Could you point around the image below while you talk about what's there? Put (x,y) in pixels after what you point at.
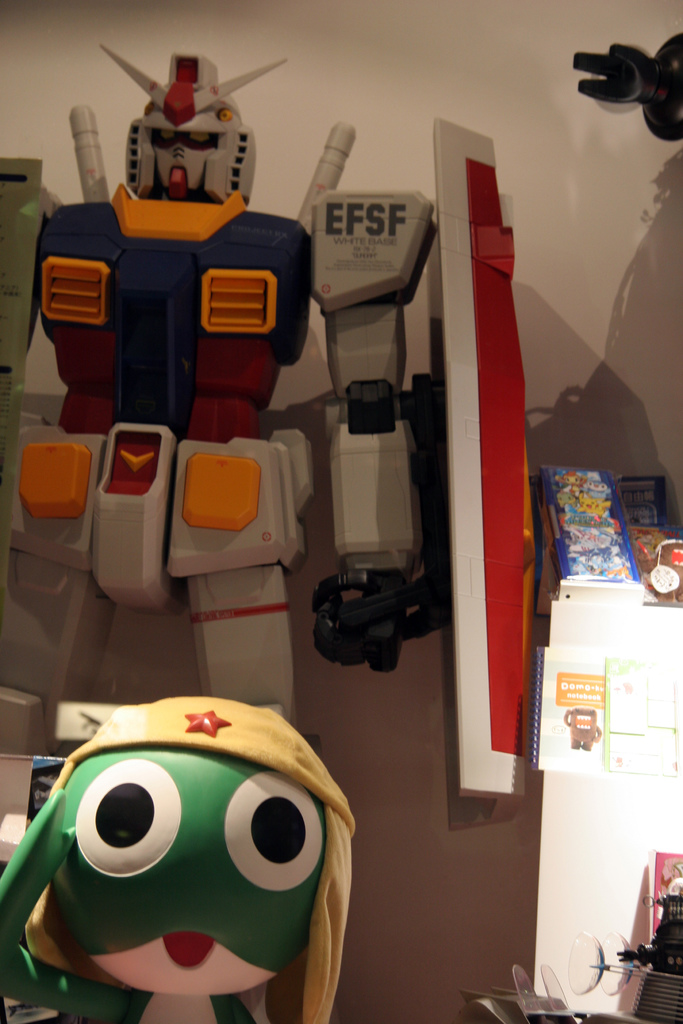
In this image on the left side (218,780) there are some toys (252,745) and on the right side (599,792) there is one board (587,814), books (603,698) and some papers (600,714) are stick to the board (603,912) and some other objects (627,975). in the background (361,99) there is wall (281,90).
